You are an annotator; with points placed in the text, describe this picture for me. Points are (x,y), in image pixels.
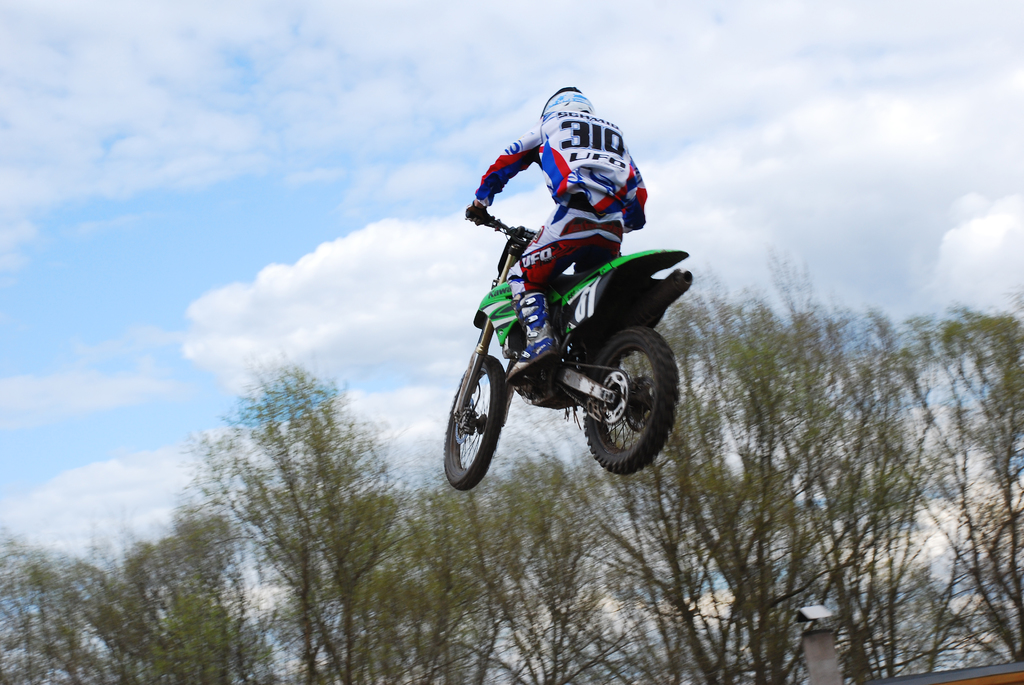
In this picture I can see a person (558,231) on the motorcycle (576,325) and in the background (745,375) I can see number of trees (420,512) and I can see the sky (452,245).
